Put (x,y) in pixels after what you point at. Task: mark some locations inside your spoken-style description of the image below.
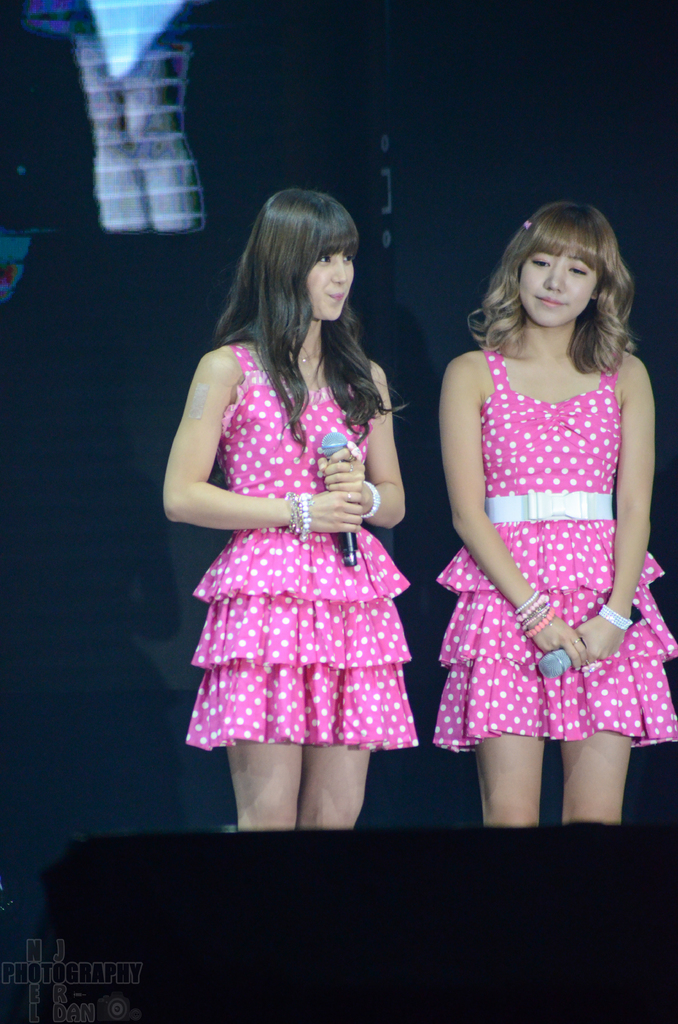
In this image, there are two persons (593,235) standing and wearing clothes (271,646). These two persons (602,494) are holding mics (343,442) with their hands (358,477).
